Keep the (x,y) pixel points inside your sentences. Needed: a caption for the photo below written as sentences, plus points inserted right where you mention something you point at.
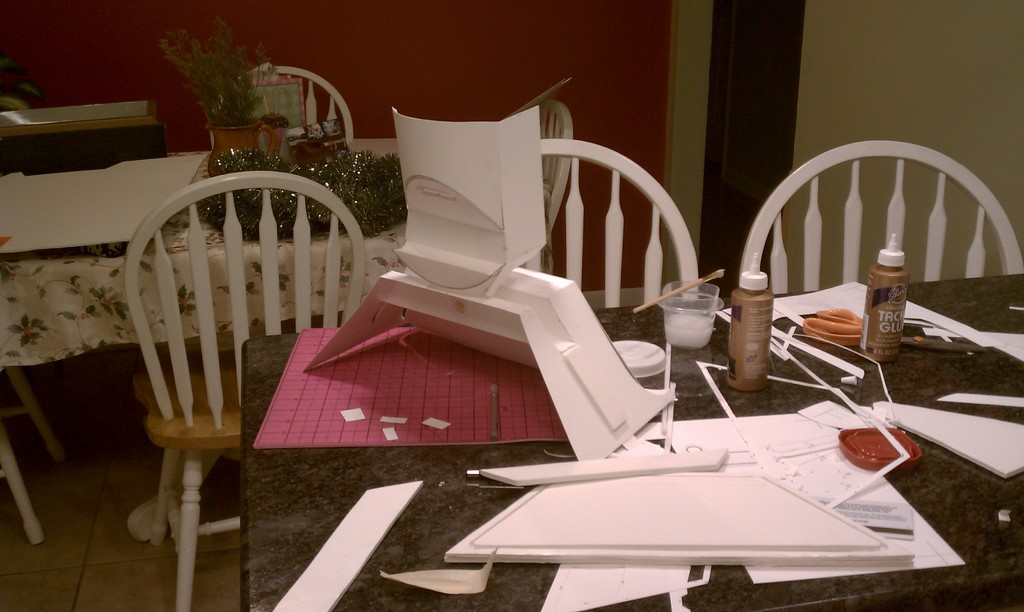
On this table (642,332) there is a lid (864,445), scissors (834,328), paper (891,401), glue bottles (757,340) and objects (502,385). Beside this table (709,385) there are chairs (303,298). On the other table (286,277) there is a plant (231,84) and objects (121,183). Wall (379,85) is in red color.
